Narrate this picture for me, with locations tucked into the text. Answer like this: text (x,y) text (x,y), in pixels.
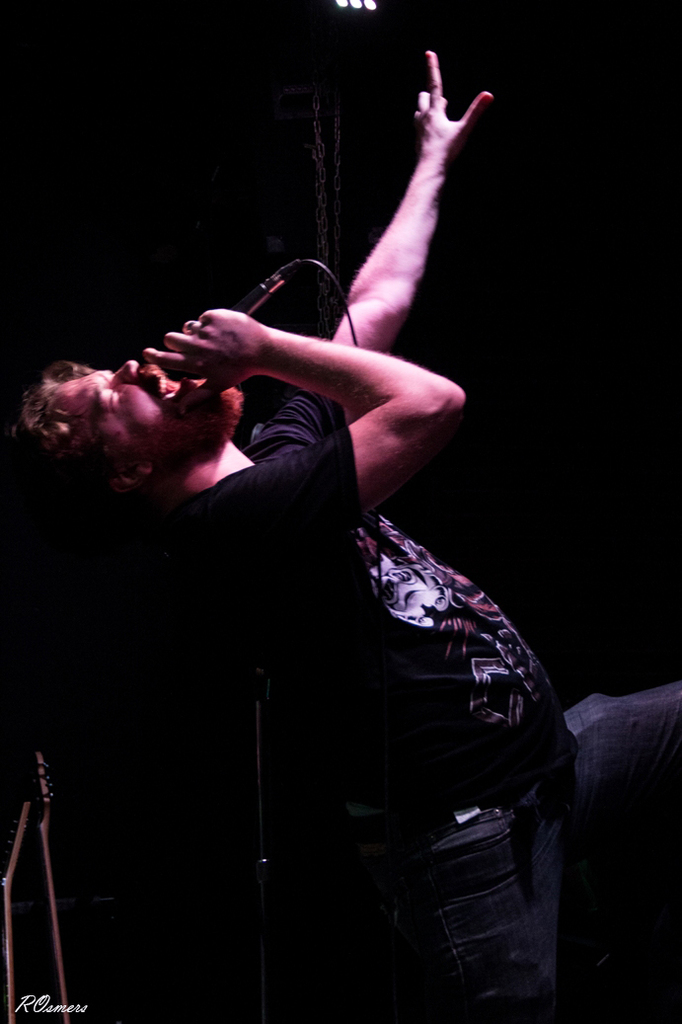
In this image I can see a man (295,511) wearing t-shirt (329,536), standing facing towards the left side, holding a mike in the hand (204,356) and singing. In the bottom left (7,941) there are two guitars (11,967). The background (611,298) is in black color.
